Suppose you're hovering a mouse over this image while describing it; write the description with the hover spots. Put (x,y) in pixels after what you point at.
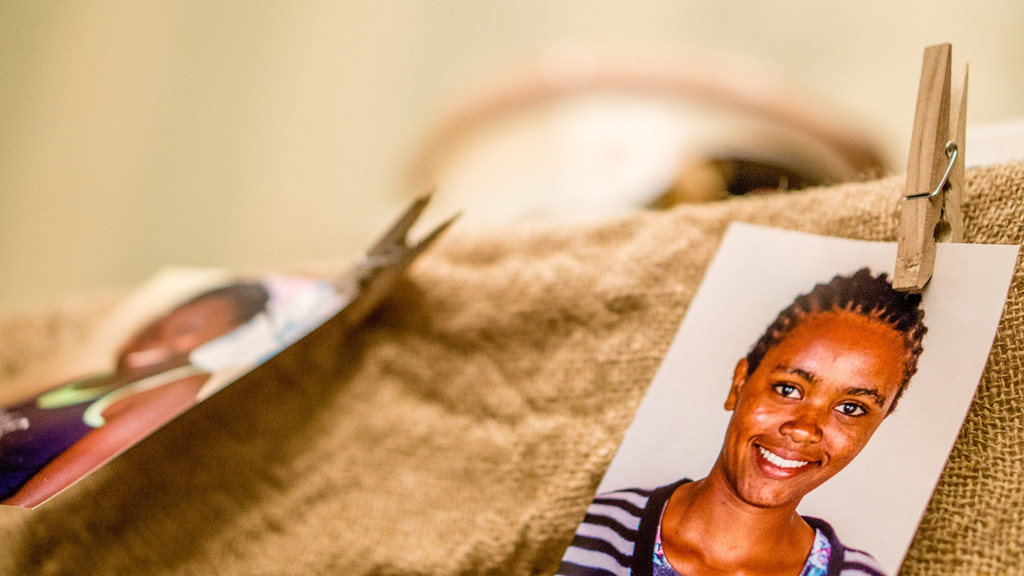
On the right (801,421) there are clip (941,204), passport size photo (815,375) and cloth (563,345). On the left (192,247) and in the background (445,181) it is blurred.
